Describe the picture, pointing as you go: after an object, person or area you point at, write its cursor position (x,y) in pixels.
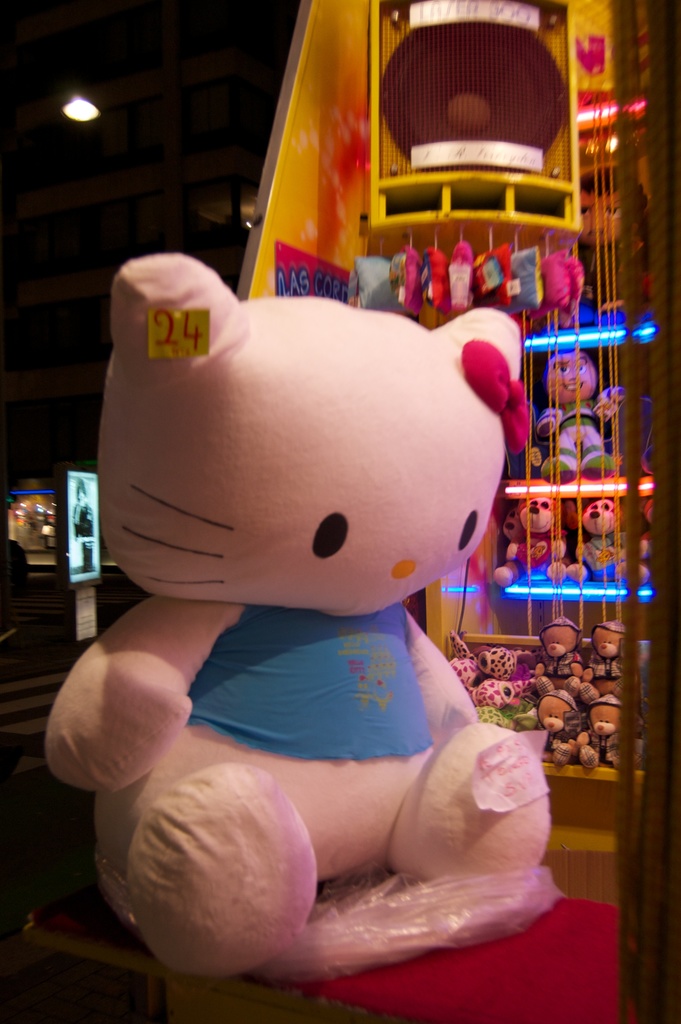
In the picture I can see soft toys (328,819) among them the toy (313,795) in the front (283,696) is pink in color. In the background (13,553) I can see lights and some other objects (538,453). The background of the image (134,242) is dark.
